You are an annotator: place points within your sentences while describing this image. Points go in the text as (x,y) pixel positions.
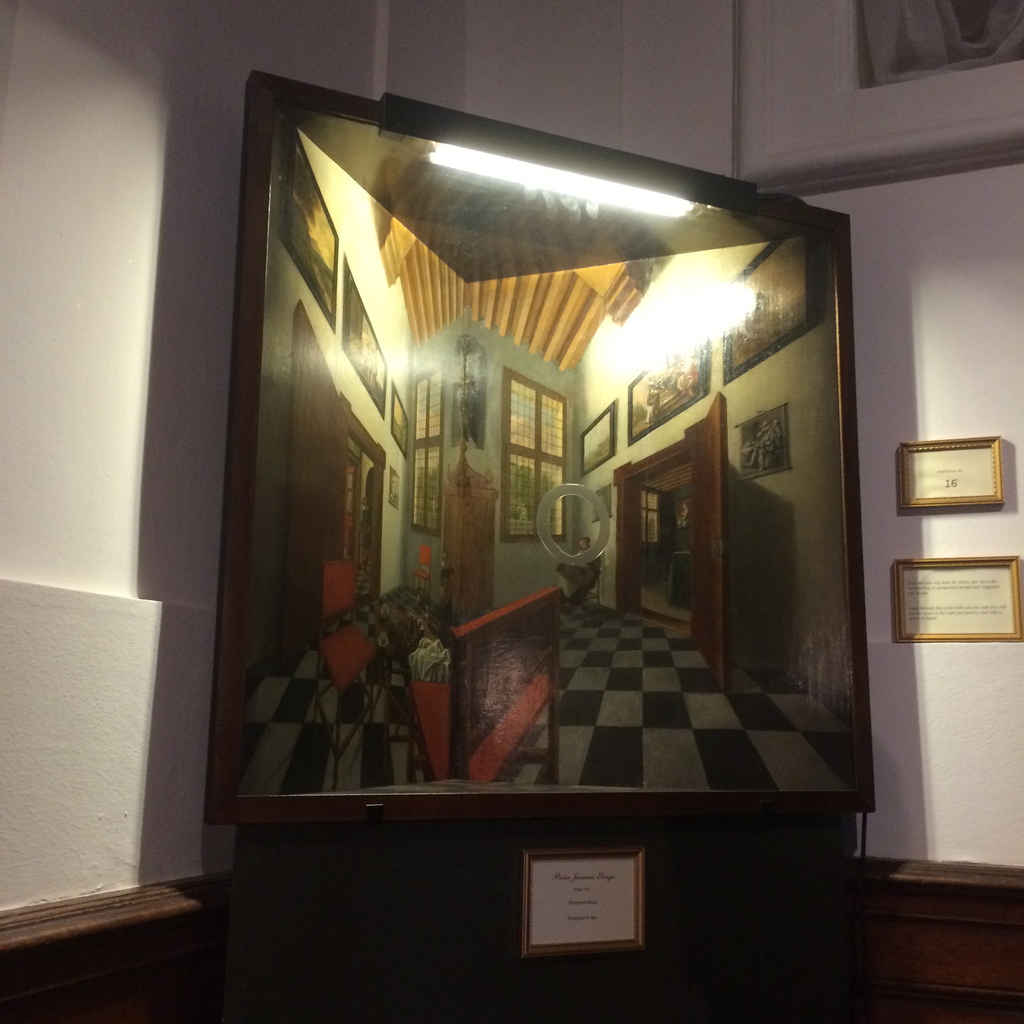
In front of the image there is a painting (520,740). Beside the painting (629,761) there are photo frames (953,599) on the wall (896,348). Beneath the painting (521,476) there is a photo frame (550,924). In the painting (530,676), we can see glass windows (502,448) with metal rods (556,469), wooden doors (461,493), photo frames (752,456) on the walls (684,431) and there are some objects (336,692) on the surface (603,659). There is a lamp (605,159) on the roof top (456,247).
